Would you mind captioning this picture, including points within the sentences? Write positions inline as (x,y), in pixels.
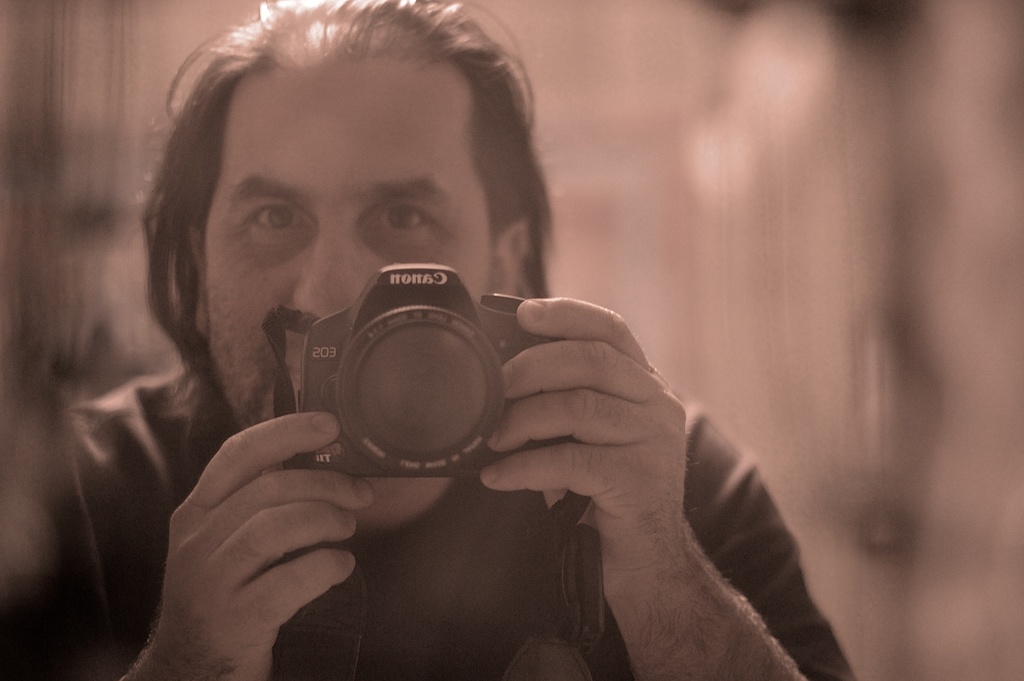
This is a picture of a man (199,463) taking a photograph through a camera (441,371). Background (837,379) is blurred.
